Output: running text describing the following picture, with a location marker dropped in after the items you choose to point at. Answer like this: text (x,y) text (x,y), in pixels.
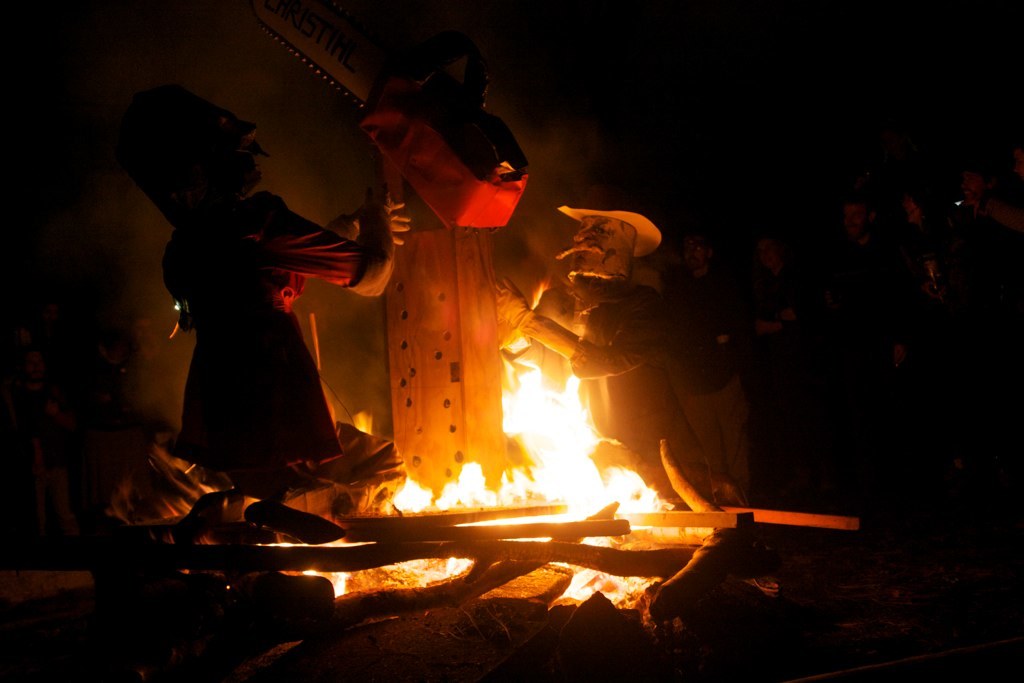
In the center of the image (590,244) we can see some dolls (590,244), chainsaw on a pole (445,248) and a bag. On the right side of the image (1012,258) we can see a group of people (827,280) standing. On the bottom of the image (557,511) we can see some wooden poles (567,570) and the fire (570,444).
